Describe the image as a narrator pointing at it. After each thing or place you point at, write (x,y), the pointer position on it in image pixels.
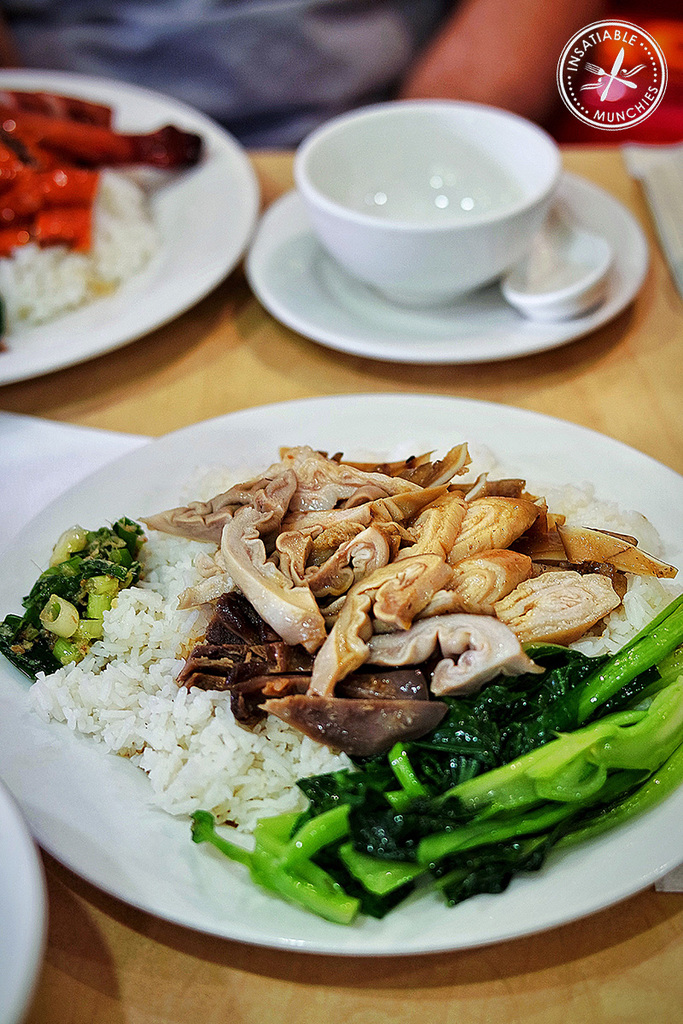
In the image we can see on the table (271,958) and there are food items (103,121) kept on the plate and there is a bowl (455,275) kept on the plate (506,320) with a spoon (606,242).
